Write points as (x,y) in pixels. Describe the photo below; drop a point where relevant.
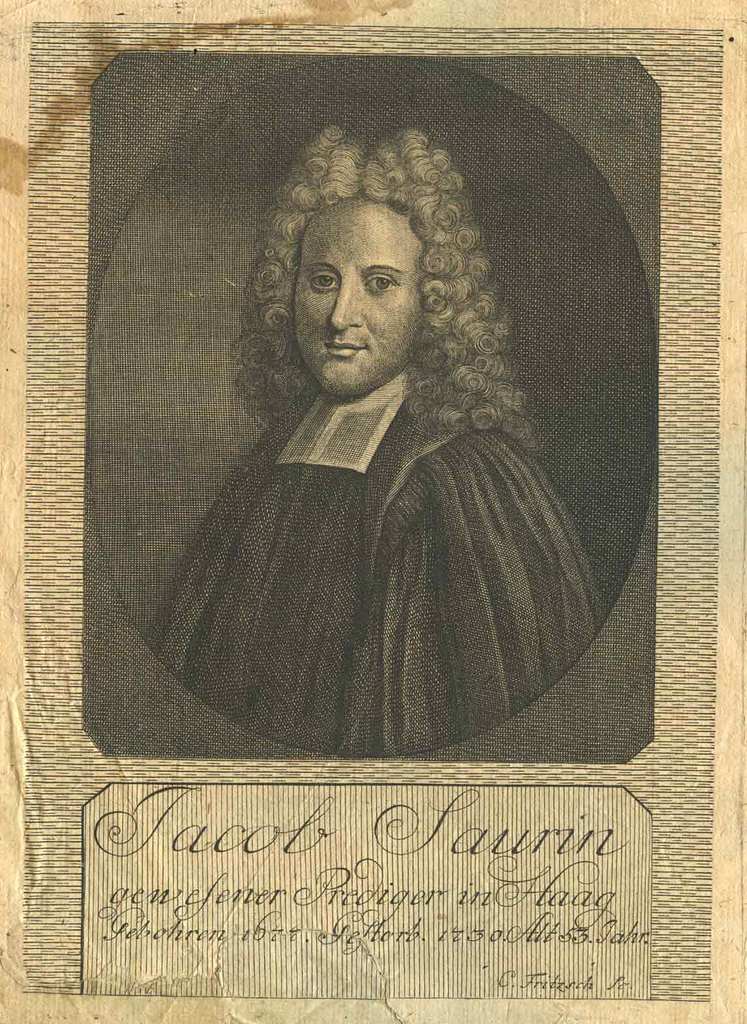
There is a paper (413,618). On that there is a photo (386,417) of a person (369,389). Also something is written.
